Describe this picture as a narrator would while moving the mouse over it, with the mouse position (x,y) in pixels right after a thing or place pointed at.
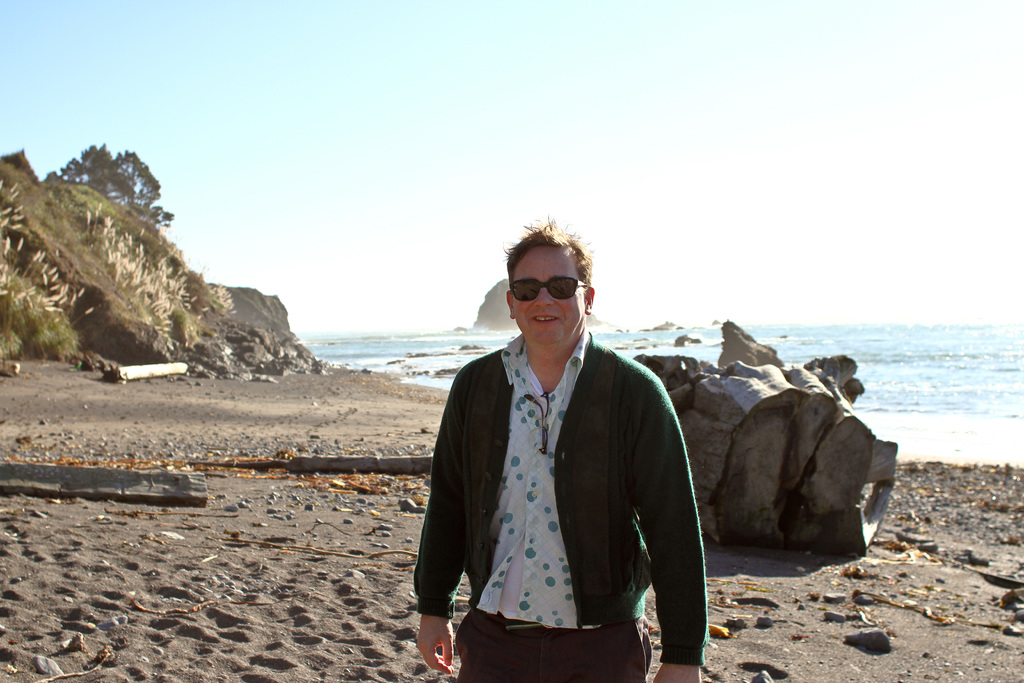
In the middle of the image (605,371), there is a person (548,231) in a jacket (570,489), smiling and standing. In the background (305,464), there are woods (843,426) on the sand surface (212,425), there is an ocean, there is a mountain (57,227) and the sky (249,54) is clear.
